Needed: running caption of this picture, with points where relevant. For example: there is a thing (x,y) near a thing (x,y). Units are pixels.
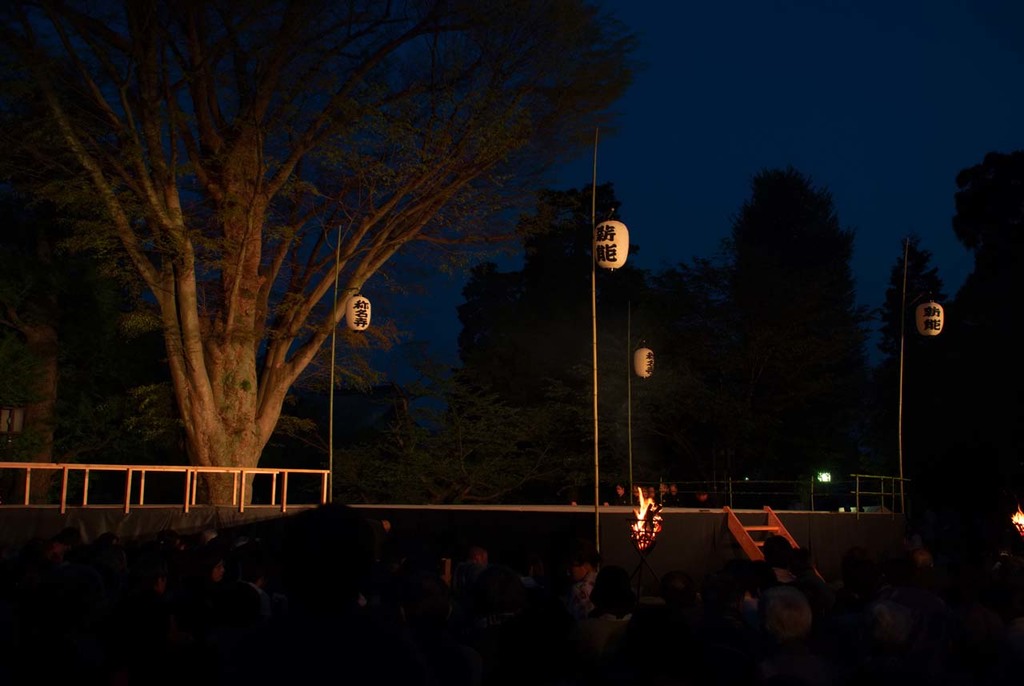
In this picture we can see a group of people (524,614) and in the background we can see a ladder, trees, fire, sky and some objects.
